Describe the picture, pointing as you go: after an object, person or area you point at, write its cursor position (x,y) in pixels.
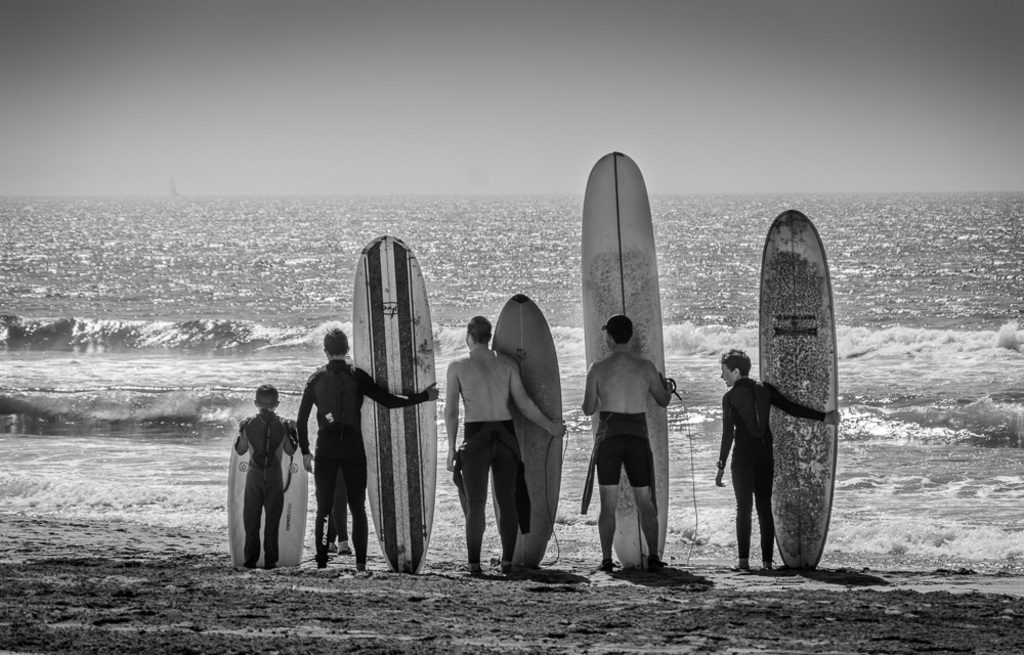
In this image there are group of persons (498,410) standing on the beach (98,542) holding surfing boards (362,416) and at the background of the image (412,222) there is a ocean (438,270).
